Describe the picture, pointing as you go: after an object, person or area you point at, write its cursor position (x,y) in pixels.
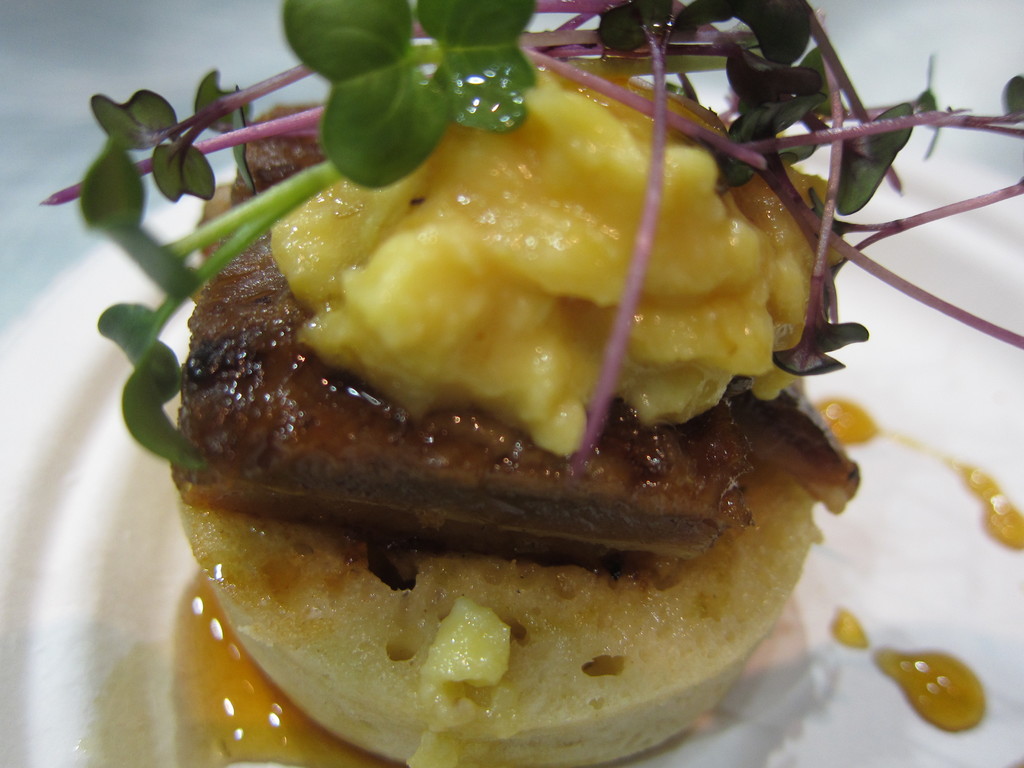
In this image I can see food (198,469) which is in yellow, brown color in the plate (98,546) and the plate (72,505) is in white color.
